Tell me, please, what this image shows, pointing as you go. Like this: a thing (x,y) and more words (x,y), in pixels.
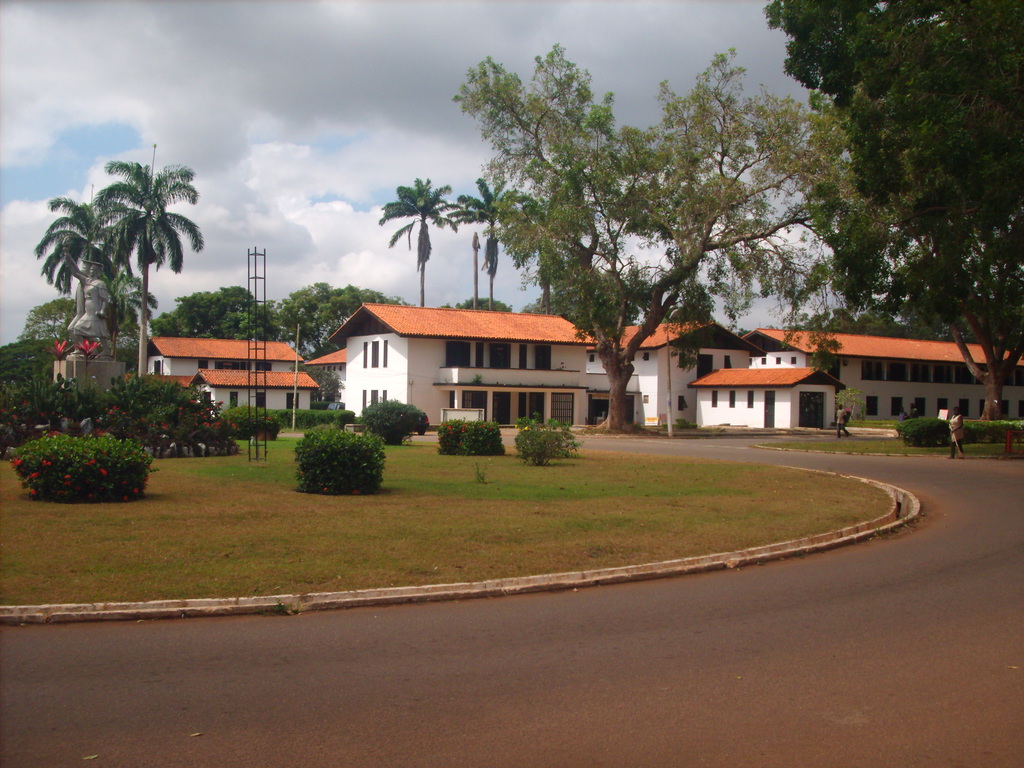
In this image there are buildings (391,368) and trees (153,204). On the right (902,420) there are people (911,410). At the bottom (478,744) there is a road (478,693) and we can see bushes (546,430). On the left (78,323) there is a statue (75,325) and we can see poles (669,404). In the background (262,263) there is sky (330,156).
